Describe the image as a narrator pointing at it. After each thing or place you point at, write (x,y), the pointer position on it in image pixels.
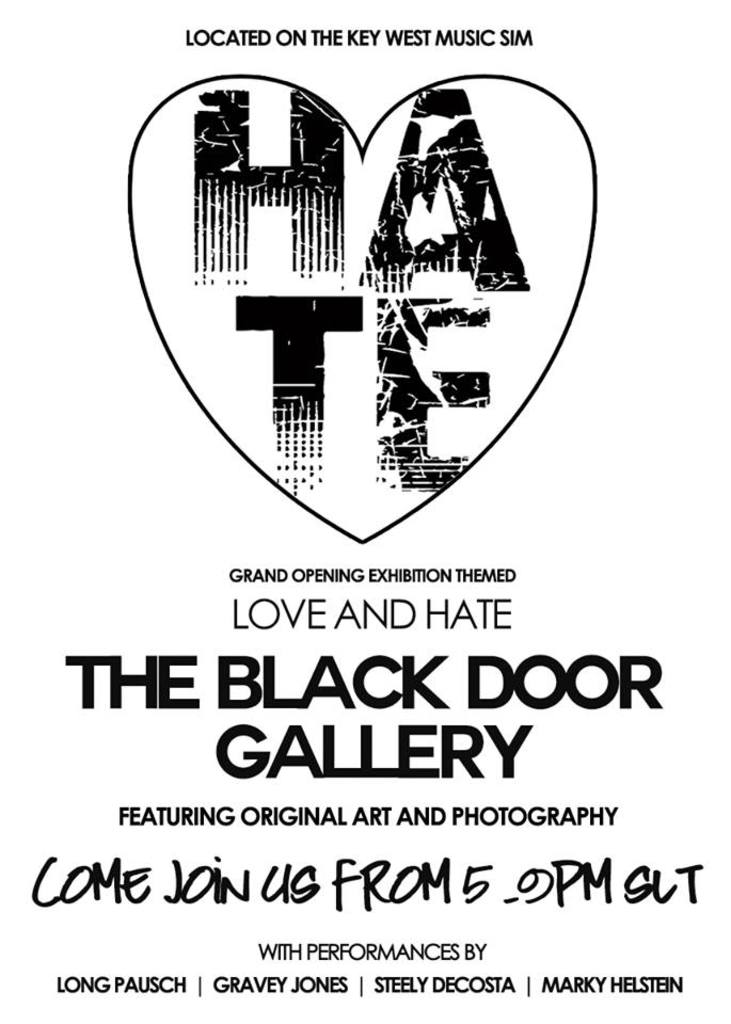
This picture contains a poster (379,677) and we see some text (395,768) written in black color. In the middle (252,418), we see a heart shape symbol (329,221) with text (387,450) written as "HATE". In the background (86,366), it is white in color.
